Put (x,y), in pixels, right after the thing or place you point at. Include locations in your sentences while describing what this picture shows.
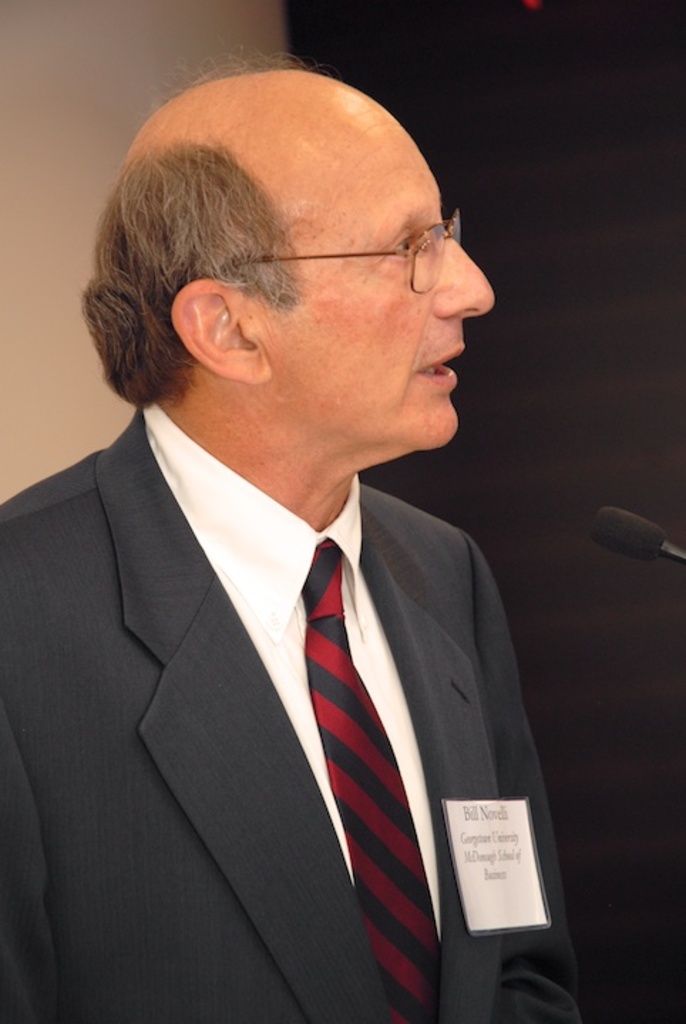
The man (170,454) in white shirt (204,528) and black blazer (216,691) is wearing spectacles (419,288). He is trying to talk something. In front of him, we see a microphone (624,537). Beside him, we see a wall (565,201) in black color. Behind him, we see a white wall (91,444).
